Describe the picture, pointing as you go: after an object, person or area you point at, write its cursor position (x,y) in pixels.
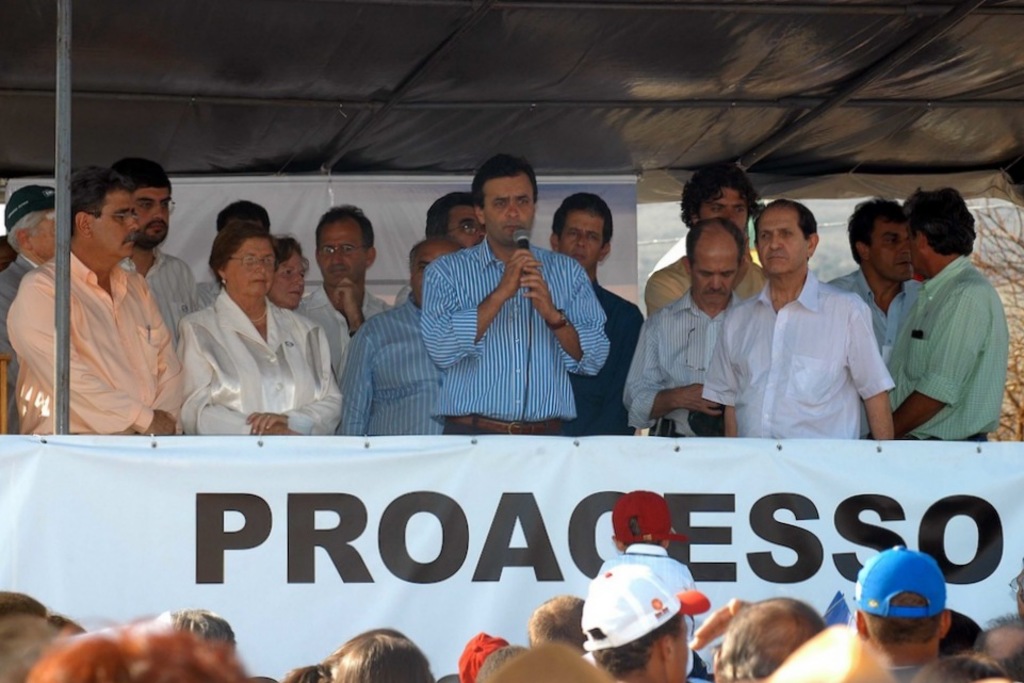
In the middle (523,350) a man (567,387) is standing and speaking into microphone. On the left side (281,387) a woman (271,406) is standing, she wore a white color dress (271,404) around her there are men (356,429) are standing.
